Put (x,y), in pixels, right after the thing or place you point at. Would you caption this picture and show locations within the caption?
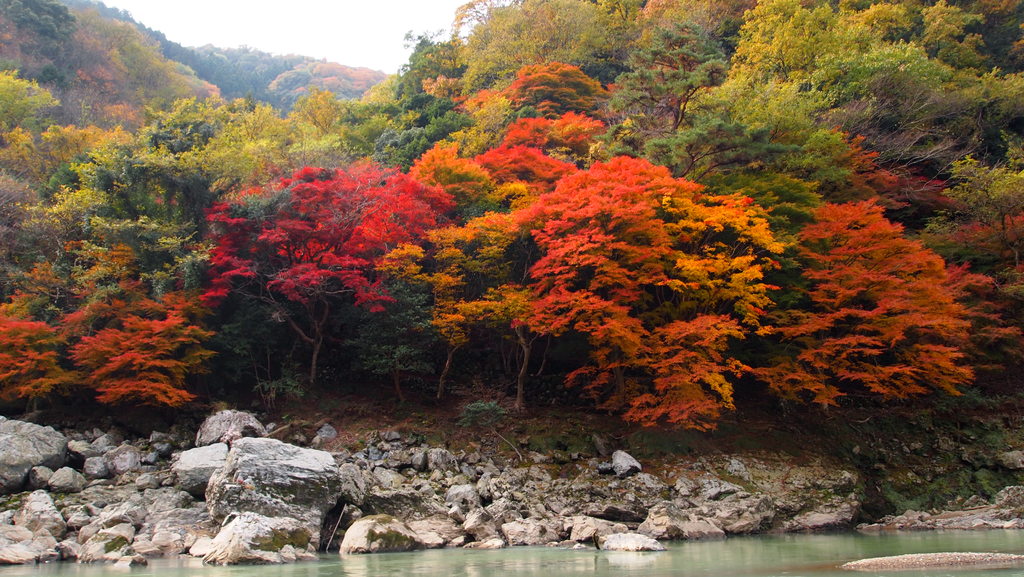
In this image I can see few stones (257,448), water (390,557). Background (133,156) I can see trees (160,155) in green color and sky (319,39) in white color.
